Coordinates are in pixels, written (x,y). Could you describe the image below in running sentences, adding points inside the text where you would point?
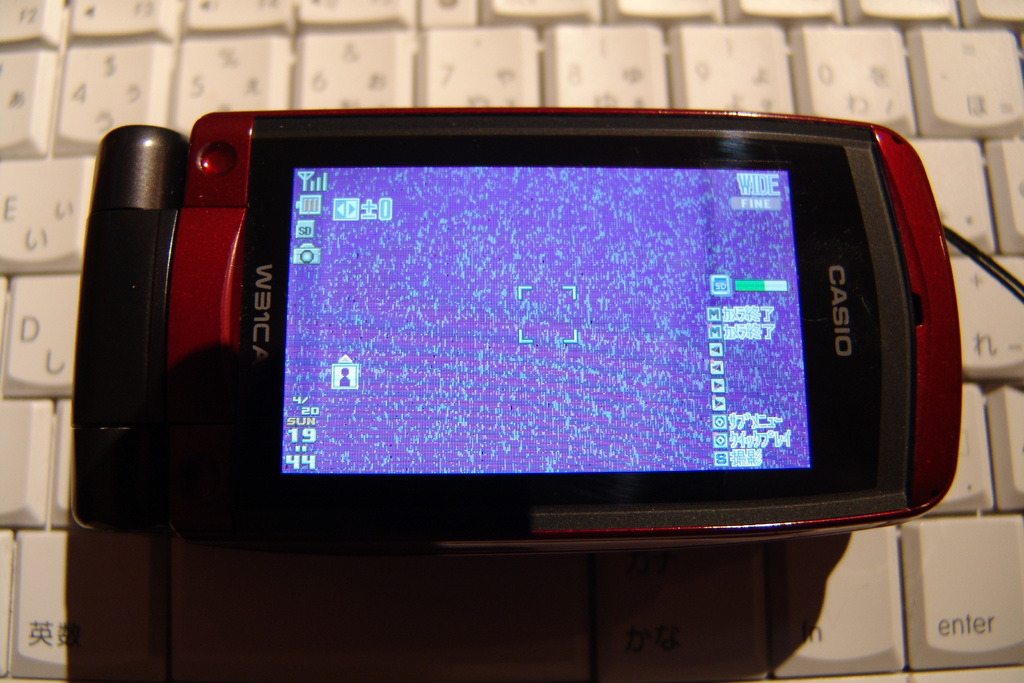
In this picture we can see a mobile (658,331) on the keyboard (946,7).
